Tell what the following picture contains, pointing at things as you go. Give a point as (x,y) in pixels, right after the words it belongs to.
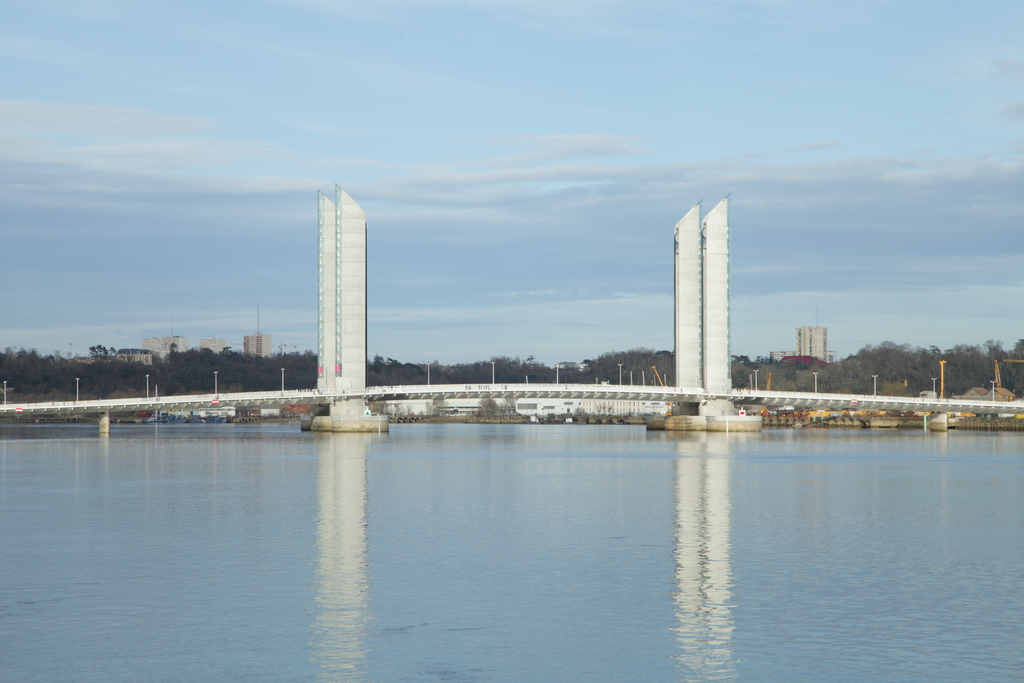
In the image in the center (623,452), we can see water (417,461). In the background (307,229), we can see the sky (968,321), clouds (577,312), trees (978,351), buildings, poles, pillars (694,332), supportive rods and one bridge (988,409).
